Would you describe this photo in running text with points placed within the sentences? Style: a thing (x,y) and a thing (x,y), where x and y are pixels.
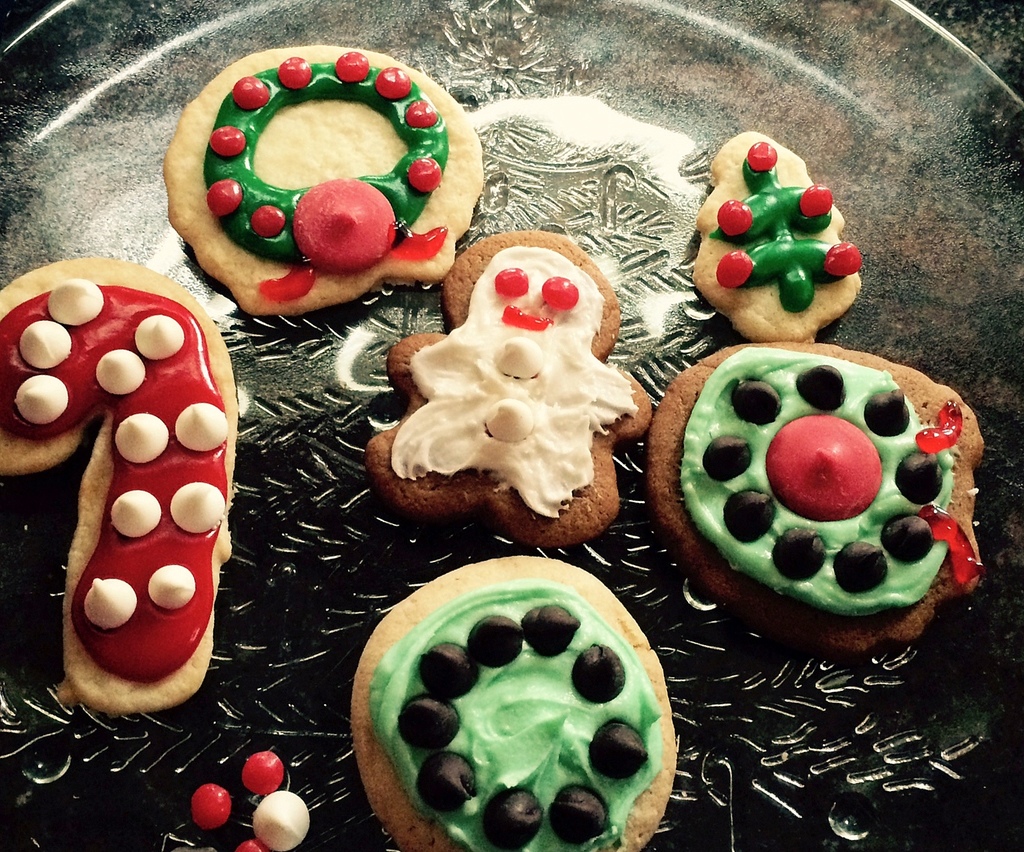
In this image we can see cookies (717,479) on the surface (559,230).
